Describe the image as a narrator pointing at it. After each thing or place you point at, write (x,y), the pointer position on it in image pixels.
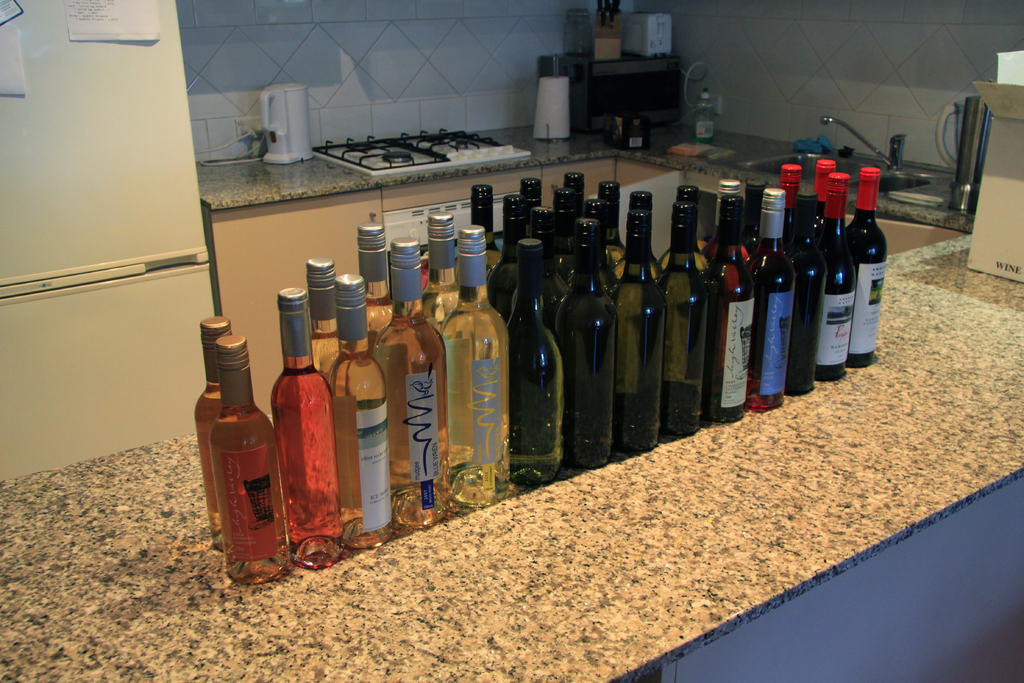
In this picture, we see a bunch of wine bottles (226,521) On the counter top (819,540) of a kitchen (923,248) and we see a gas stove (328,150) and a refrigerator (180,193).
